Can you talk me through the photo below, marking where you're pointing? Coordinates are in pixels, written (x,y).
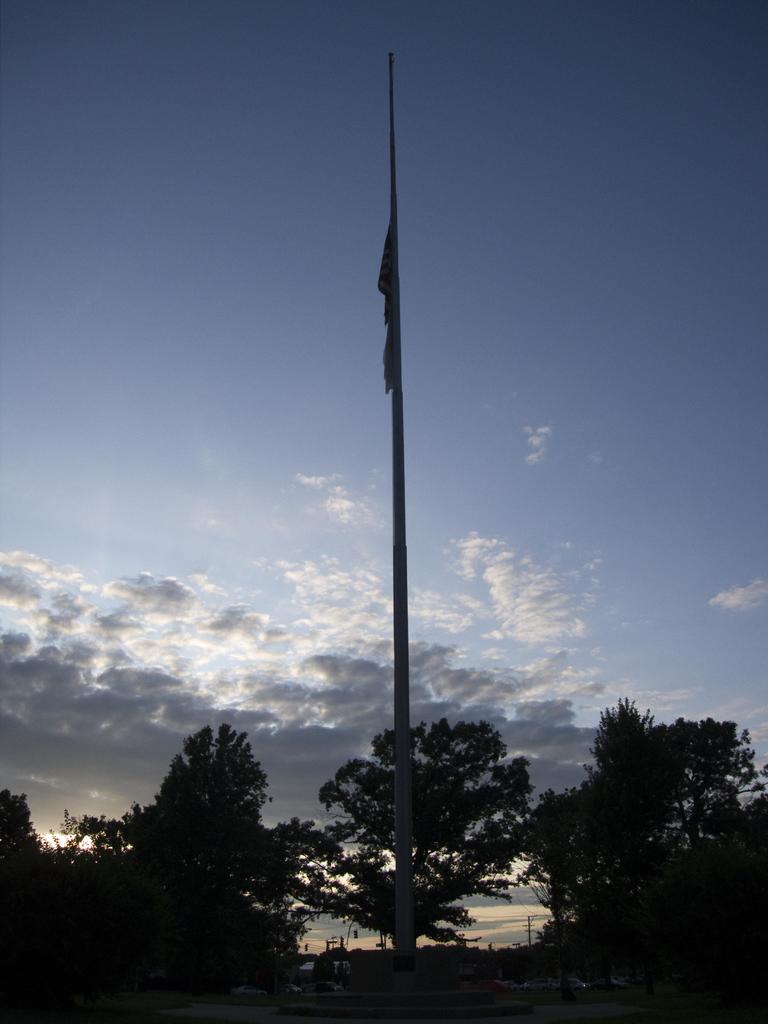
In the center of the image (397,528) we can see a pole (398,517) containing a flag (391,271) on it. In the background (652,916), we can see trees (443,881) and a cloudy sky (196,701).
